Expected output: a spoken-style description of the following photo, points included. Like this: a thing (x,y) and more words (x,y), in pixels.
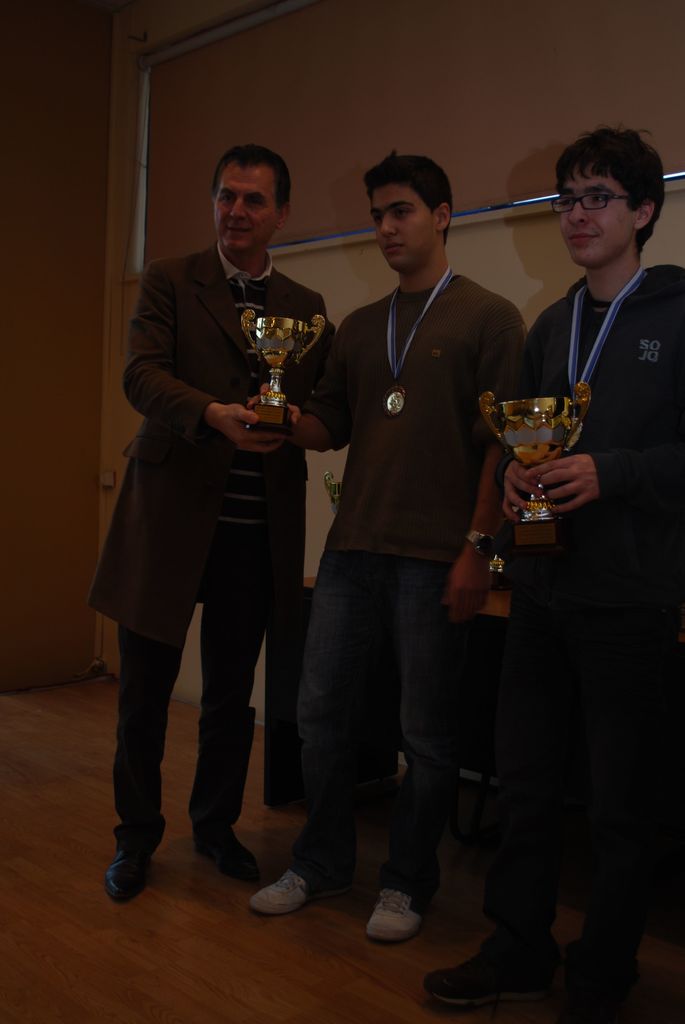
In this picture we can see three men (421,390) standing, they are holding two trophies (559,412), in the background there is a wall (301,146), these two men (480,321) wore medals (595,344), at the bottom (161,955) there is floor (137,952).
